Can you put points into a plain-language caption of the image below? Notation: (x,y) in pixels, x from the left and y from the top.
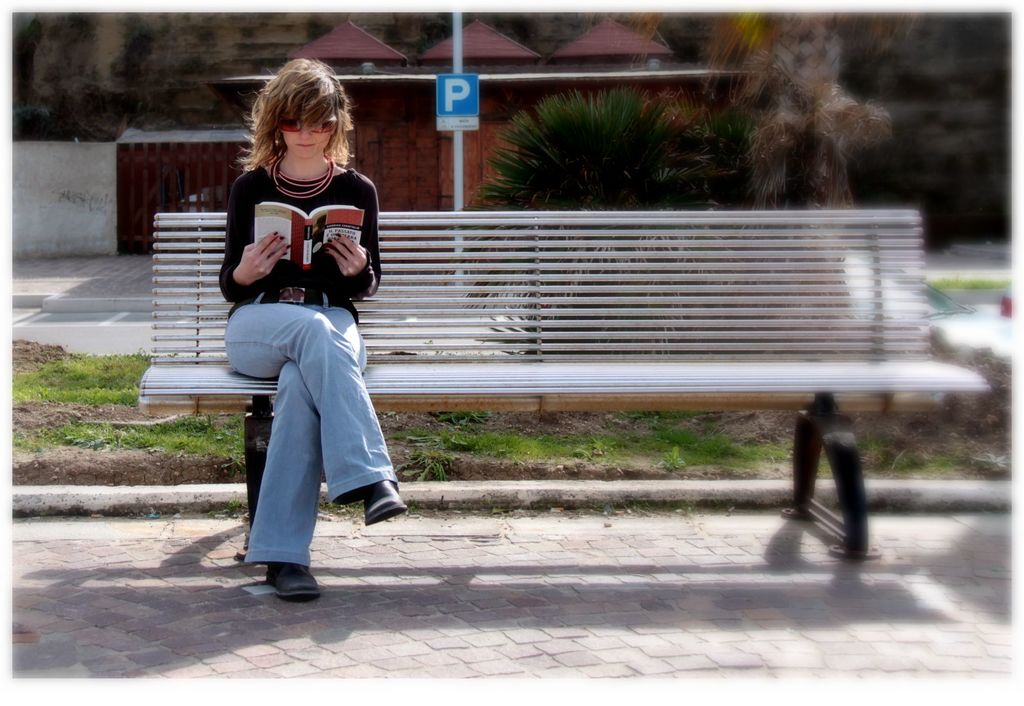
A woman (314,194) is sitting on a bench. She wears a T shirt (372,226) and jeans pant (327,379). She is reading a book (297,244). She wears a goggles (316,134).
